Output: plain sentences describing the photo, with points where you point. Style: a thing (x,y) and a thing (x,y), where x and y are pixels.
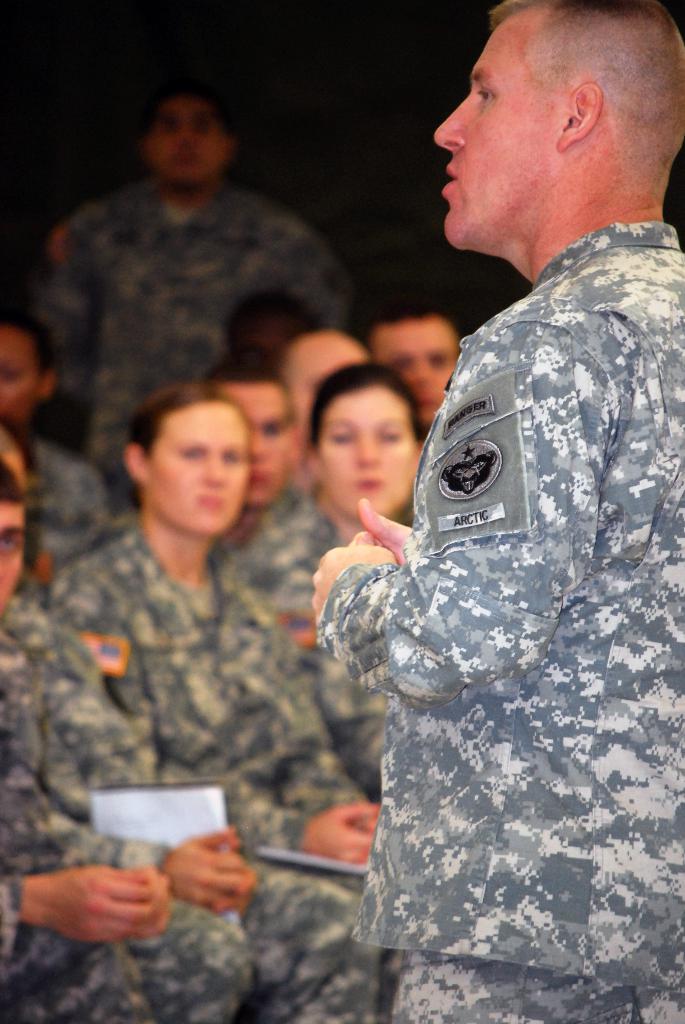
On the right side of the picture (614,551) we can see a man (611,395) is standing, wearing a military uniform (563,789). Near to him we can see people (330,464) sitting. Background is dark and we can see a person (178,287) is standing.
